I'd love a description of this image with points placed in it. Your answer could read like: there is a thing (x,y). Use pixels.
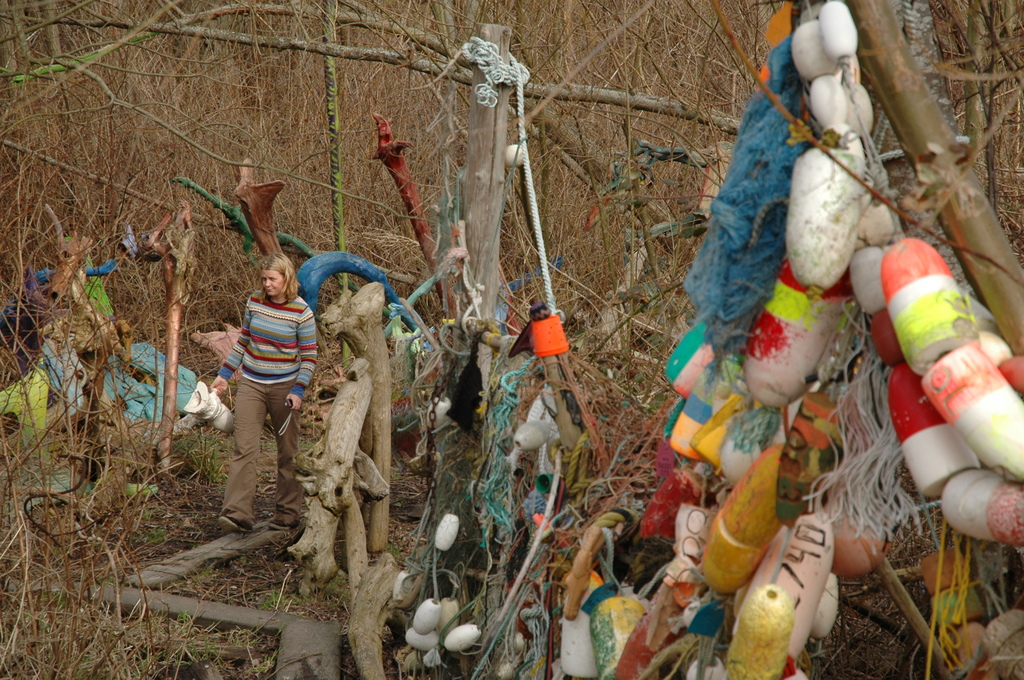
In this picture there is a lady (281,418) on the left side of the image (270,376), it seems to be a woodland (64,620).
